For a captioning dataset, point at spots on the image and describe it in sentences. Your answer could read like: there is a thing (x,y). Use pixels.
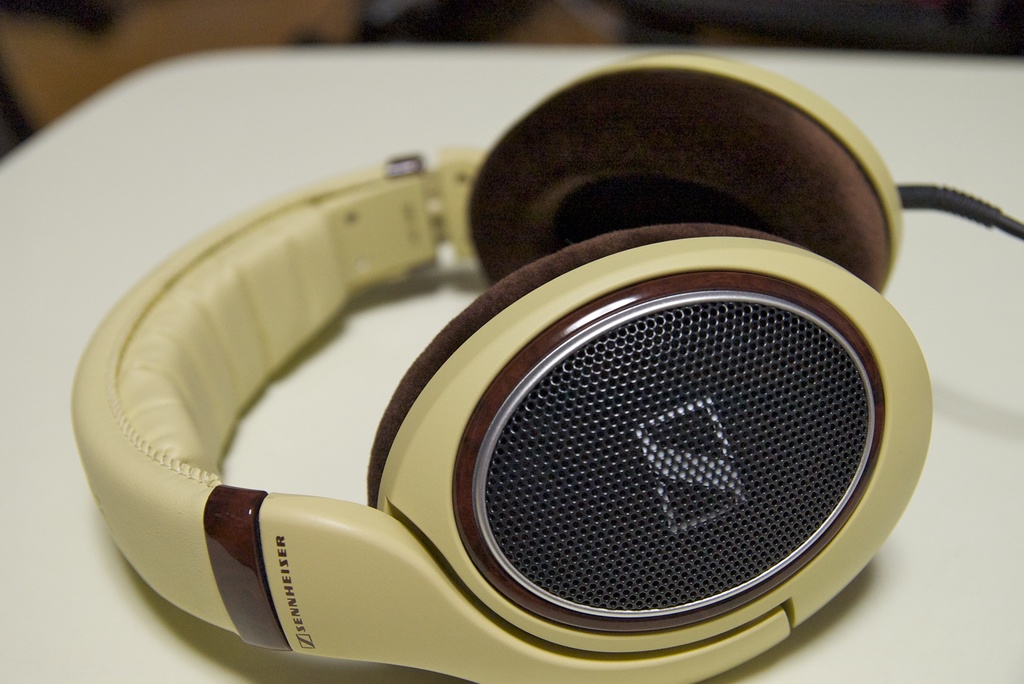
In the foreground (685,341) I can see a headphone (655,385) on the table (358,424). This image is taken may be in a room (540,513).
